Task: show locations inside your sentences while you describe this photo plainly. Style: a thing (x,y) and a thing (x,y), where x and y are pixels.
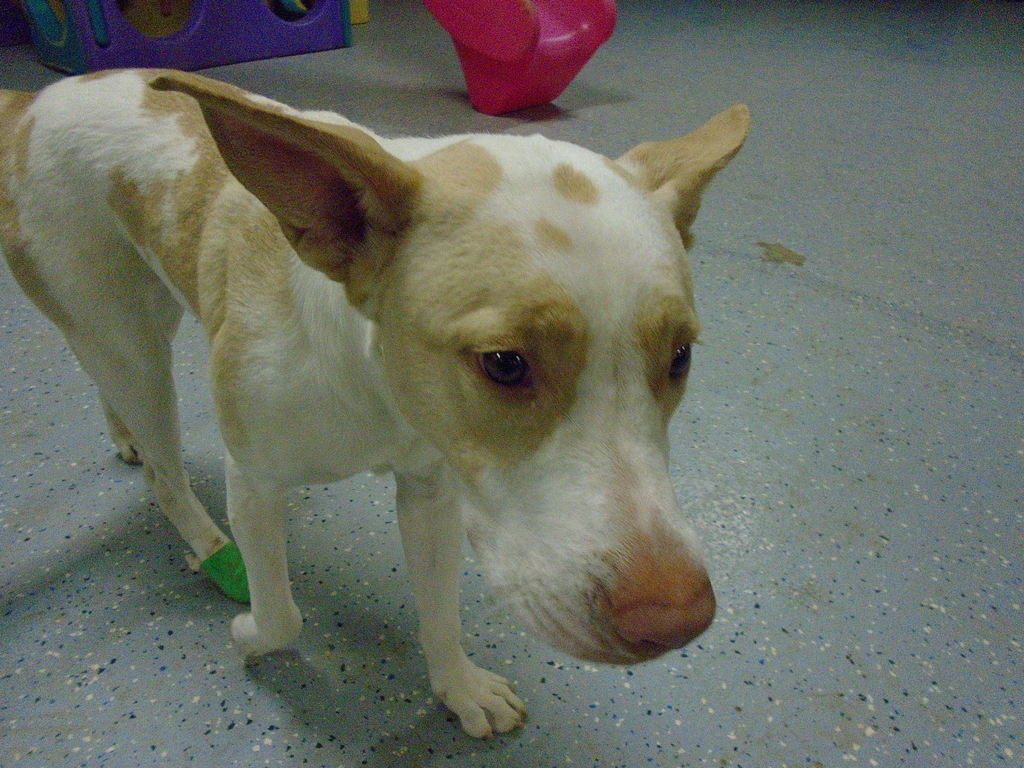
In this image we can see a dog (487,434) is standing on the floor (888,557). At the top of the image (492,38) pink and blue color plastic things (484,34) are present.
